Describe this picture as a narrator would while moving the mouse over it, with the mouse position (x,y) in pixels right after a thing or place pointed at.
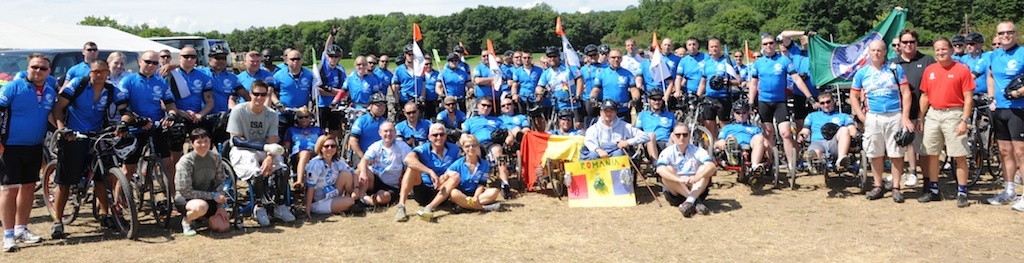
In this image there are people (70,88) standing and some of them are sitting. We can see wheelchairs (769,162) and bicycles (147,133). There are flags (569,65). In the center (590,163) there is a board (581,189). In the background (207,50) there are vehicles (204,43), trees (333,24) and sky (243,0).
